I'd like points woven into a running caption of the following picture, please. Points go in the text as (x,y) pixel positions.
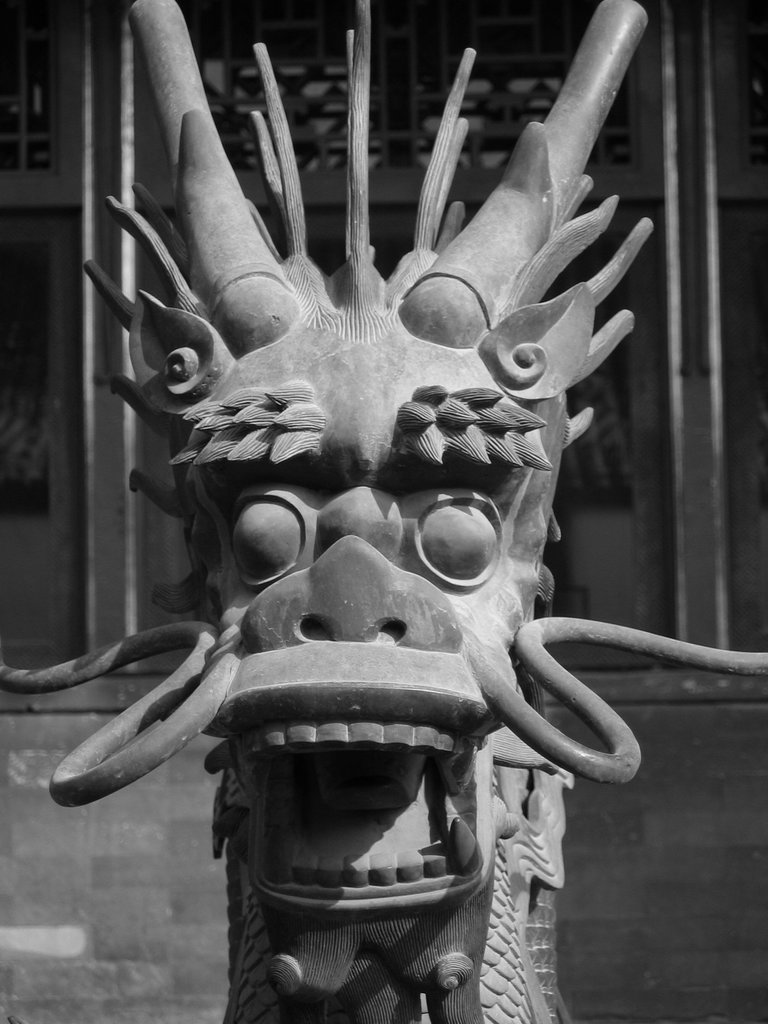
This is a black and white image of a sculpture (265,503), and in the background (12,13) there is a building (245,55).
